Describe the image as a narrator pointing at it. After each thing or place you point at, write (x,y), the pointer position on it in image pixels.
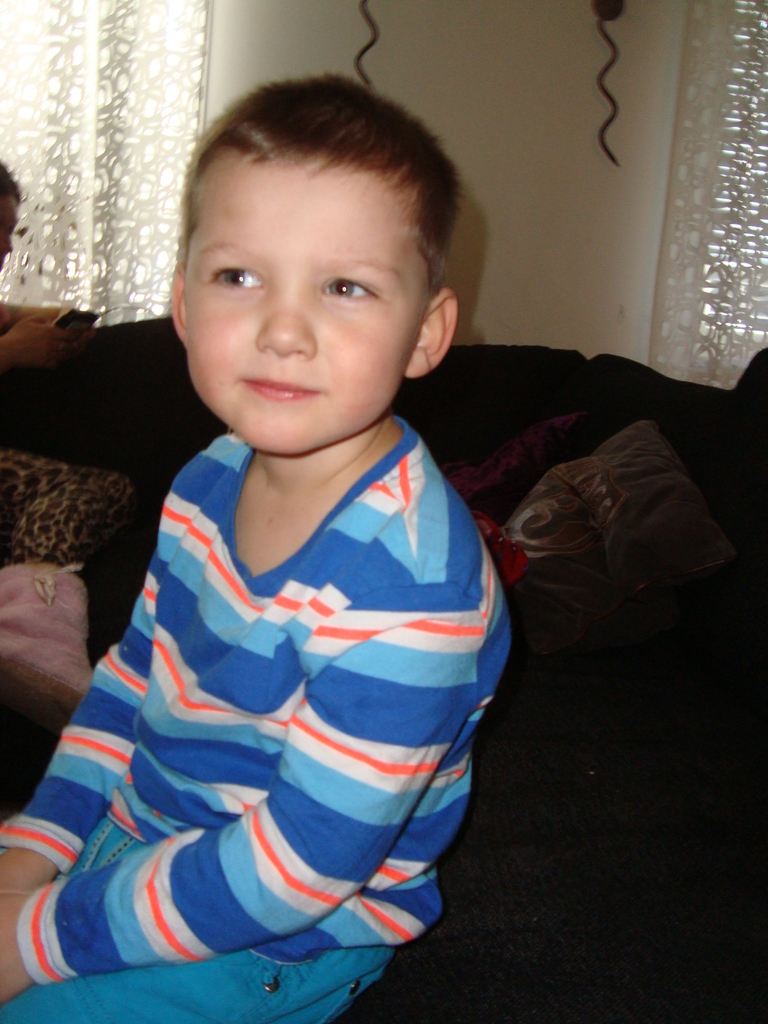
A boy (194,570) is sitting in a room (405,683) wearing a blue striped shirt (402,702). Behind him there are cushions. There are white curtains (717,312) at the back (142,140).
